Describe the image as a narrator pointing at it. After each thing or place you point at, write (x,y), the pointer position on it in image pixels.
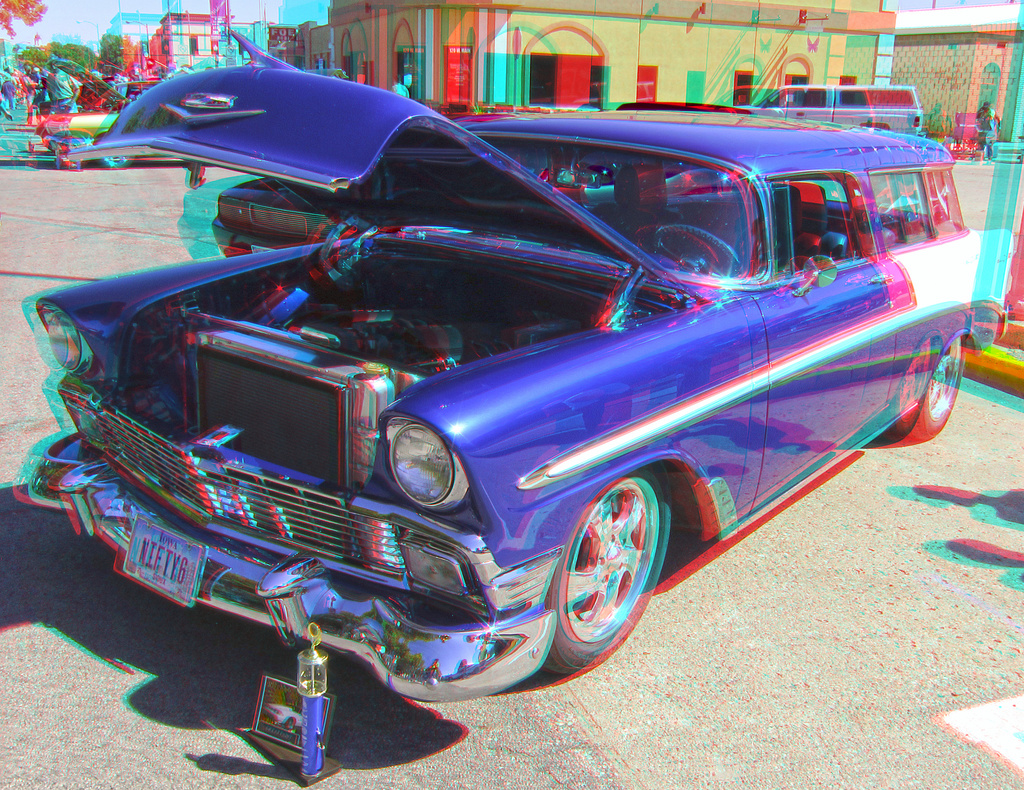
In this image, there are a few people (66,96), vehicles (259,69), buildings (413,82), trees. We can see the ground (135,257) with some objects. We can also see some objects (1018,280) on the right (988,359). We can see the sky (60,15).
